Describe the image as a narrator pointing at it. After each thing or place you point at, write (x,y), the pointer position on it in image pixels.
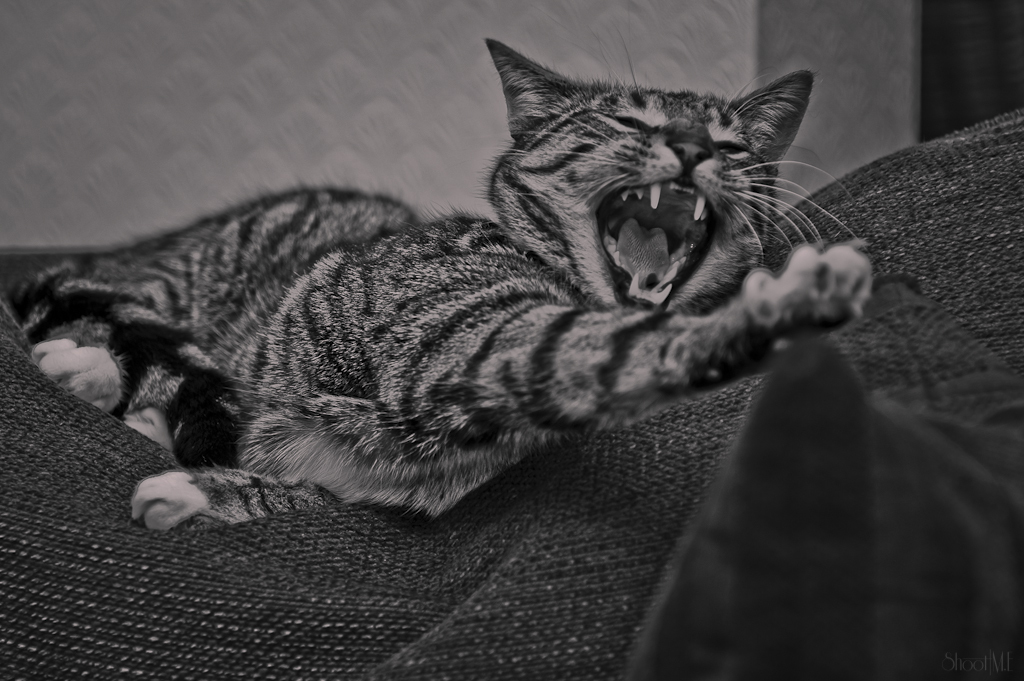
This is a black and white image. In the center of the image (391,264) there is a cat (481,321). At the bottom (418,550) there is a cloth (529,563). At the top (638,32) it is wall (439,113) painted white.
